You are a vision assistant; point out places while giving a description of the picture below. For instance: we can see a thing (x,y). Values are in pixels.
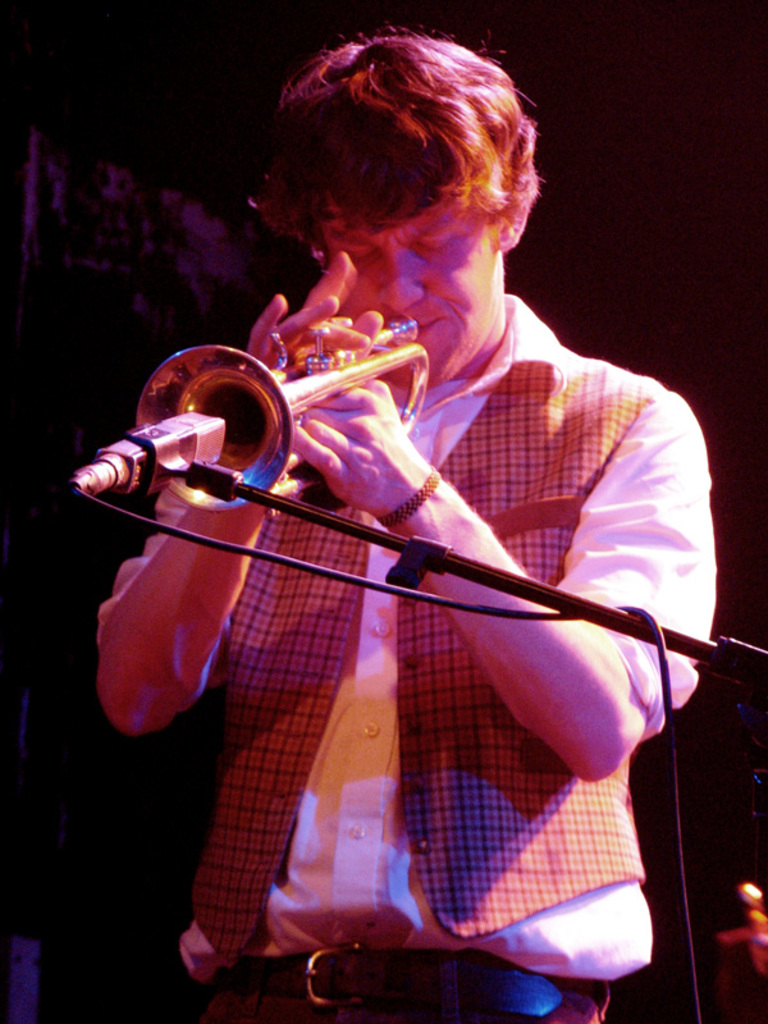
In this image we can see a man (428,442) standing and playing a musical instrument (404,354), before him there is a mic (189,456) placed on the stand (229,479).
